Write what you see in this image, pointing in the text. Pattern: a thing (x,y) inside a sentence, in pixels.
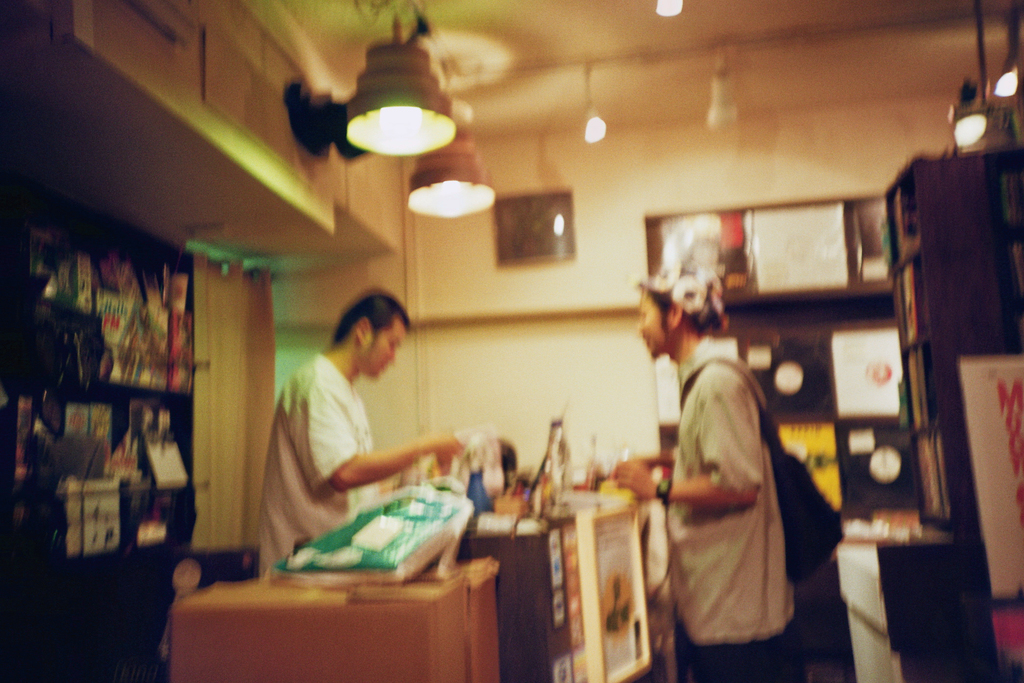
Here we can see two people (301,439). In this rack (183,396) there are things (75,333). These are lights (392,135). On this table (475,548) there are objects (518,508). These are posters (624,573).
